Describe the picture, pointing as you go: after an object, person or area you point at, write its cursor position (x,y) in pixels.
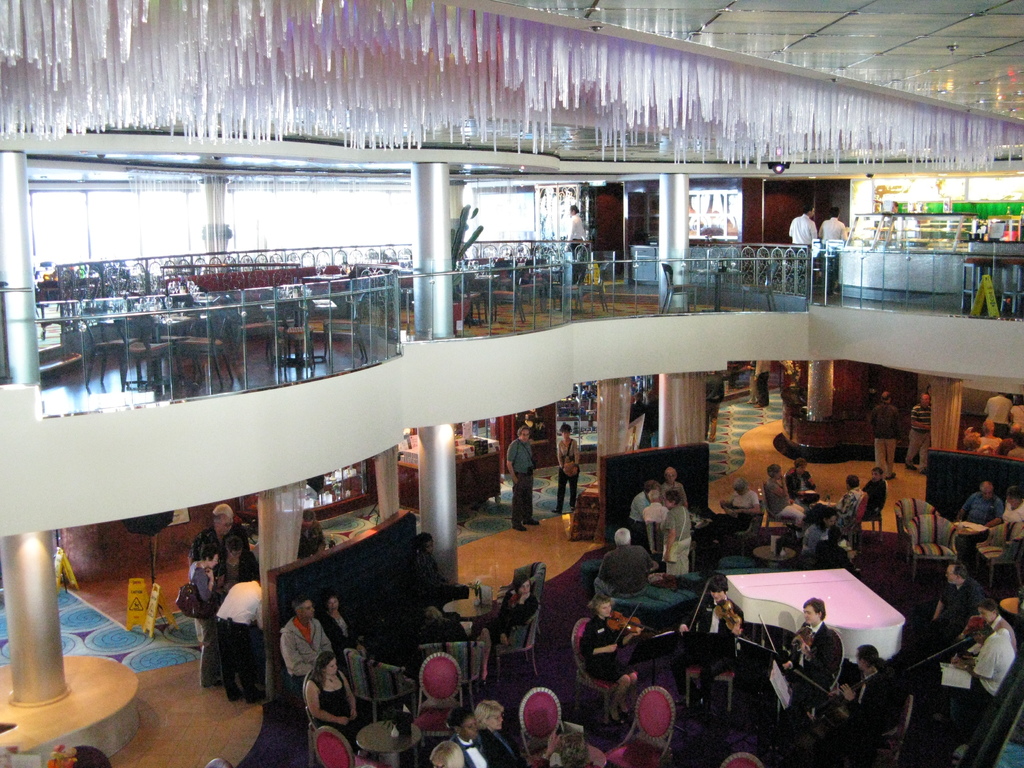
In this picture we can see a group of people (879,692) sitting on the chair (582,645) and playing musical instruments (793,645). There are a few people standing and some people (780,476) are sitting on the chair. We can see a few pillars (12,672) and yellow boards (136,593) on the ground (154,651). There are a few objects (461,454) visible on a wooden desk (401,499). We can see the glass objects (48,398), rods (621,261) and some decorative objects (512,78) on top of the picture (832,151).
